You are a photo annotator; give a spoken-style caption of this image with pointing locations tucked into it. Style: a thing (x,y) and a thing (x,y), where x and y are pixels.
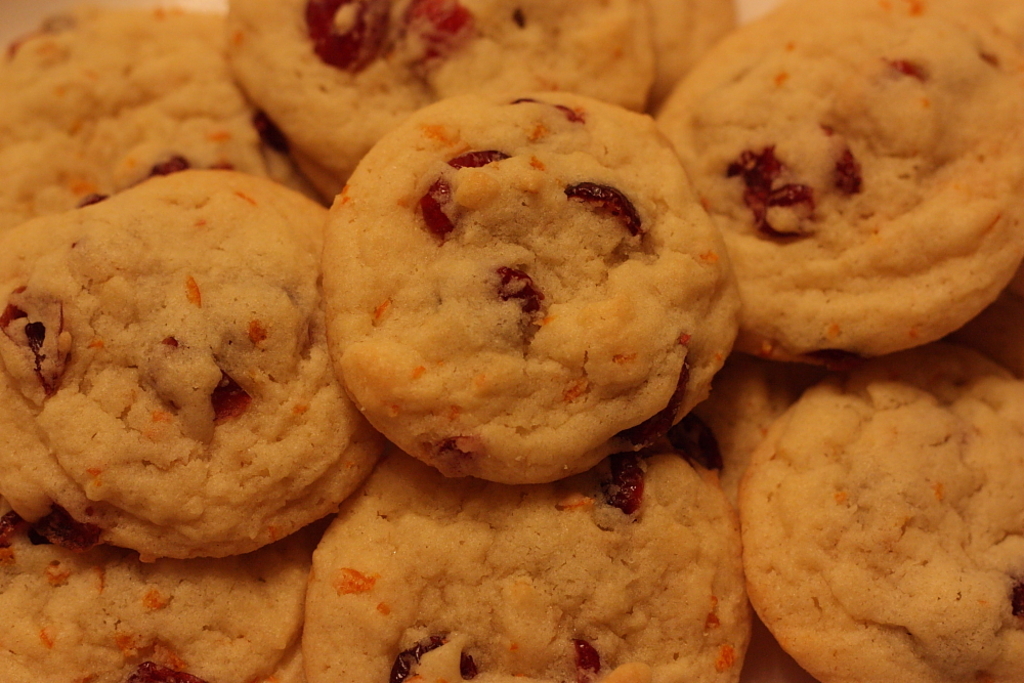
In this picture we can see a group of cookies (525,408).
